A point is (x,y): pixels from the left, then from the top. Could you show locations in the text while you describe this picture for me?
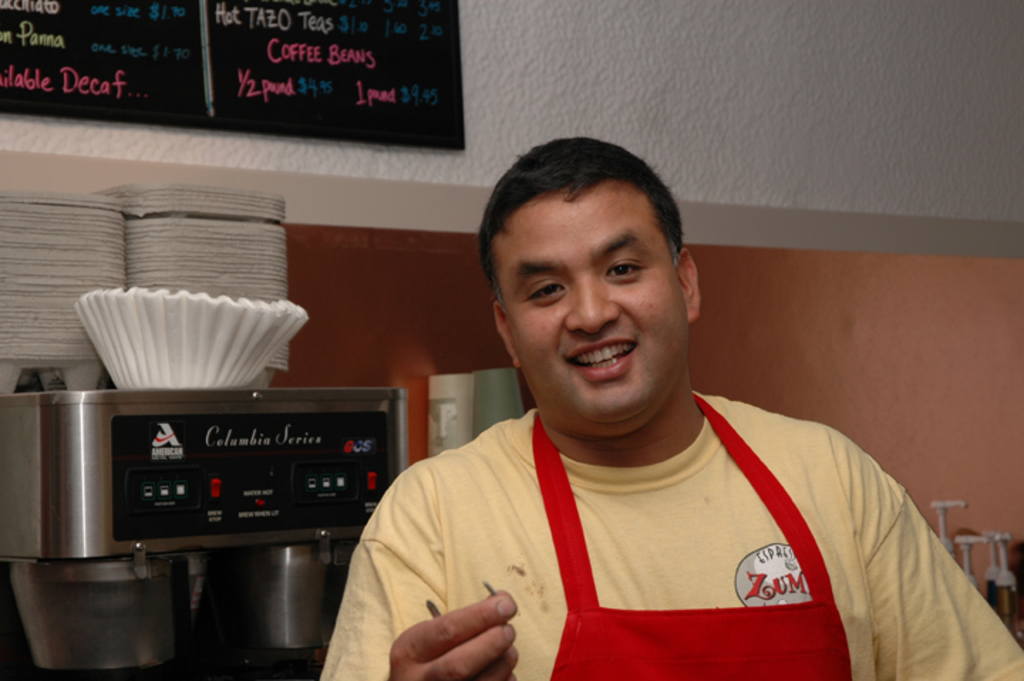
The man (568,301) in front of the picture wearing yellow T-shirt (517,575) and red apron (662,634) is holding something in his hand (465,608). He is smiling. Behind him, we see a machine (170,506). It might be a coffee machine (153,551). Above that, we see something which looks like paper plates (186,279). Behind him, we see a wall (885,319) in red and brown color. We see a black color board (219,108) with some text (309,86) written on it is placed on the white wall (491,169).
